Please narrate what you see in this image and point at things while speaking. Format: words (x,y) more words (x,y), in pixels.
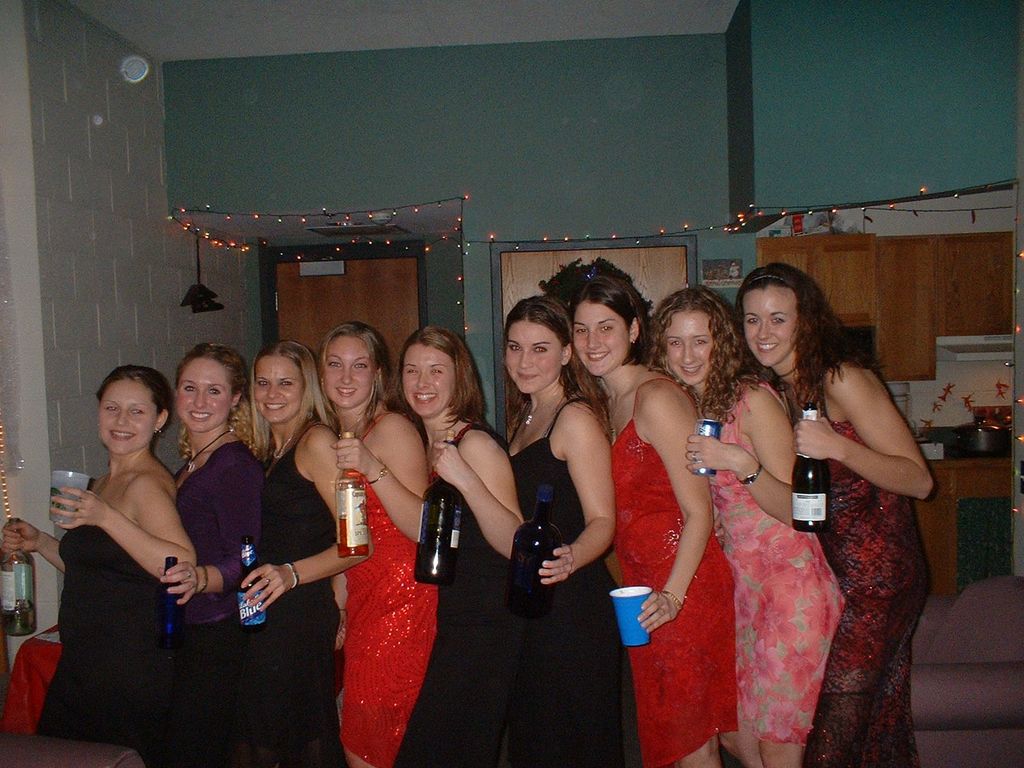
In this image there are a few women's (784,545) standing with a smile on their face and they are holding bottles (442,578) and a few are holding glasses (629,588) in their hands (573,571), behind them there is a wall (501,201) with some decoration of lights (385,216), there is a door (642,286) and some objects (956,431) and utensils (983,419) are arranged on the platform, there are a few stickers (965,399) attached to the wall (953,379), there is an object (196,289) hanging on the left side of the image (205,303). At the top of the image (314,31) there is a ceiling (414,13).
